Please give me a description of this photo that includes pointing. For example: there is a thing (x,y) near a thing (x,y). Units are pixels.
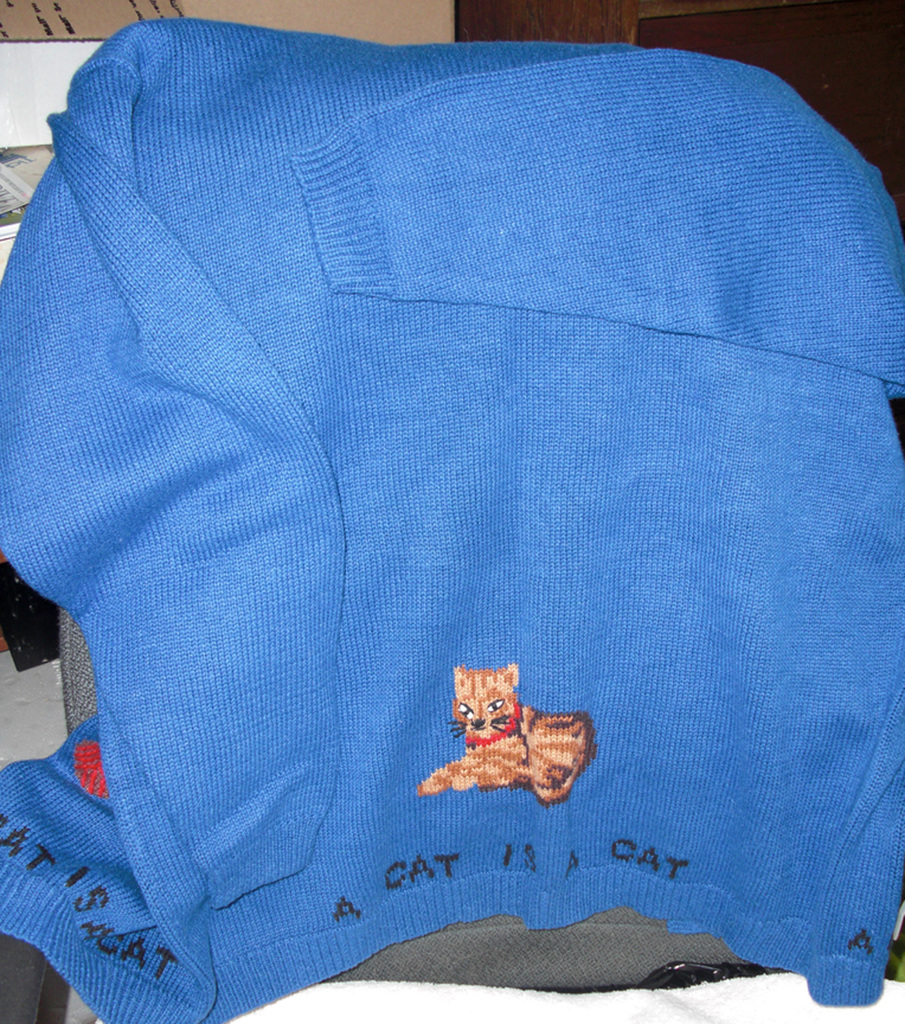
In the image there is a blue sweat shirt (347,330) on clothes (454,993) and in the back (848,31) it seems to be a table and a cupboard (596,14).
